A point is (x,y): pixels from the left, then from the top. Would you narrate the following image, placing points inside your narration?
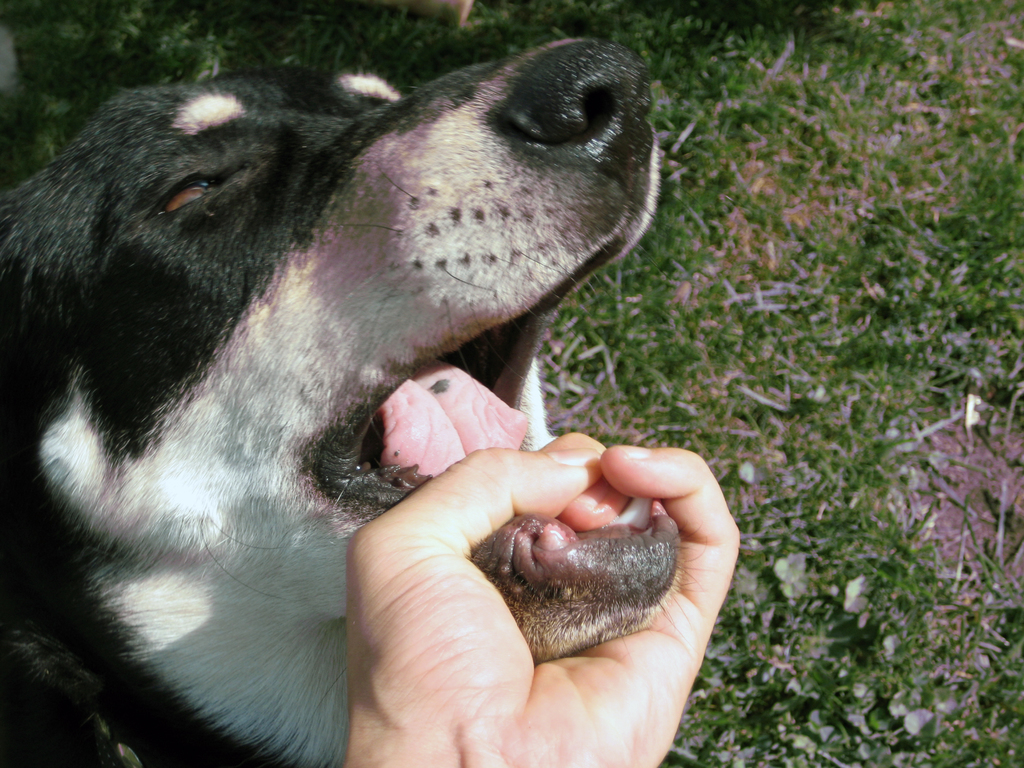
In this image we can see a dog's face (246,441), which is in black and white in color and a person (685,588) is holding the mouth (586,584) of a dog (602,592) with a hand (657,648).
